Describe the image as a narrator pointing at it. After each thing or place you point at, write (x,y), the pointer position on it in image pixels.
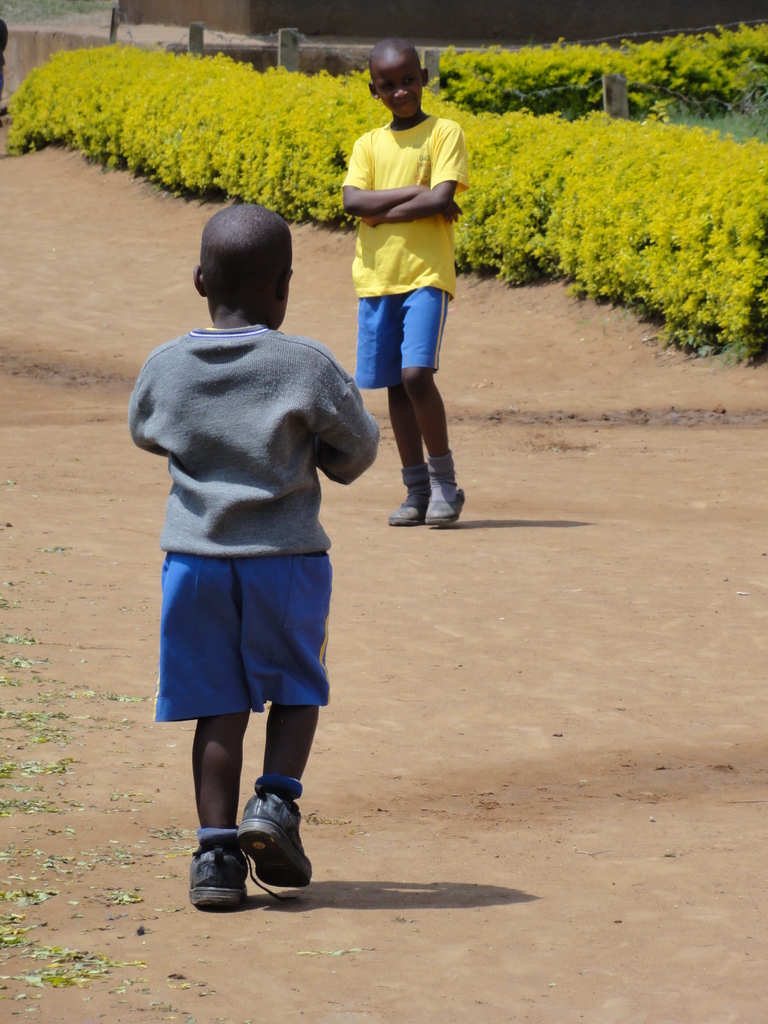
In the picture there are two boys (307,414) present on the path (478,312), there are plants (325,72).
